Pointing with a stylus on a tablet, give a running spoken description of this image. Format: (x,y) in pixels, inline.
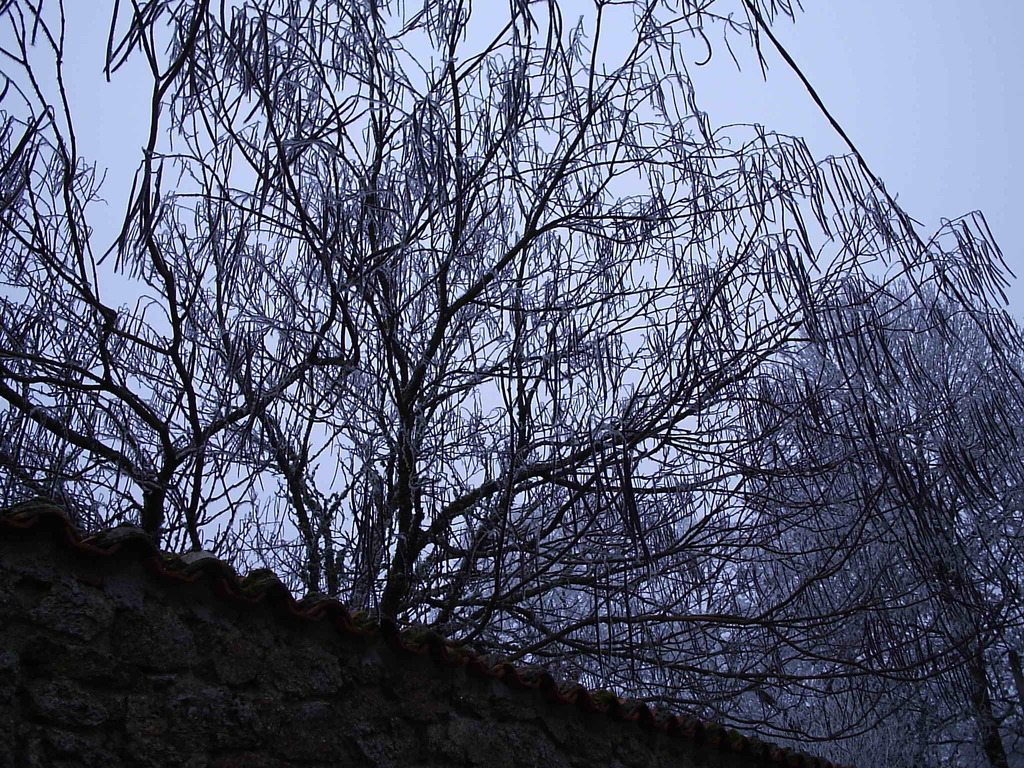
In this picture I can see the wall (229,611) in front (481,741) and I see number of trees (489,278). In the background (238,169) I can see the sky (48,52).
